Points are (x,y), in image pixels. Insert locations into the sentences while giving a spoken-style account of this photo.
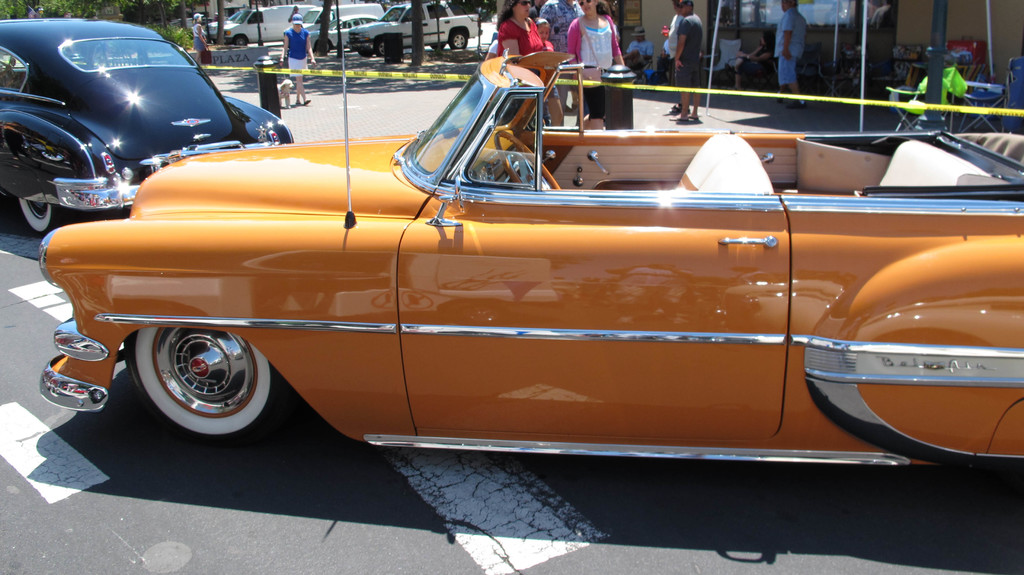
In the foreground of the picture (490,309) I can see two ancient cars (50,207) on the road (12,213) and I can see the pole rope fencing (646,85) on the road (369,110). I can see few people (756,68) on the road (769,101). I can see a table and chairs (969,102) on the floor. I can see a woman (301,52) walking on the road (308,97) with a dog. I can see the vehicles (275,16) parked in a parking space (267,45).
